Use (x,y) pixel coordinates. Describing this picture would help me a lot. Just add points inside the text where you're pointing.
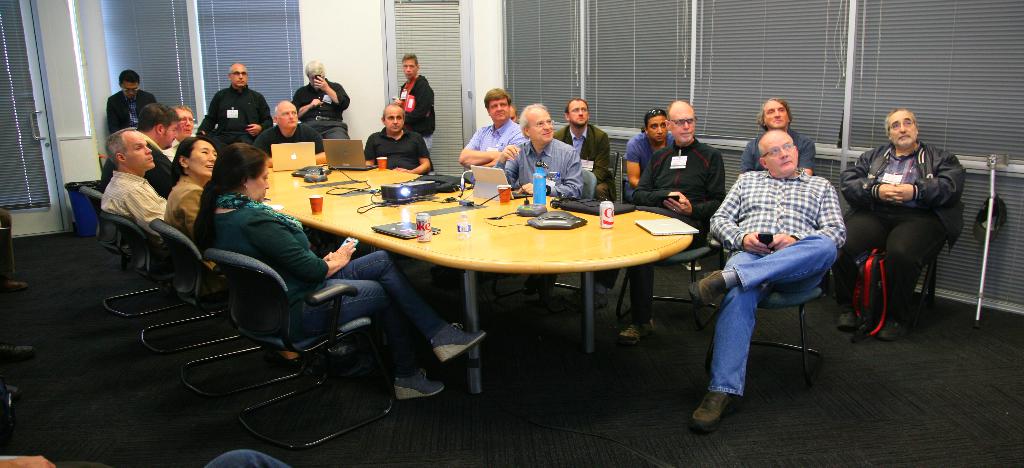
These persons (682,190) are sitting on a chair (288,286). Far this persons (331,114) are standing. On this table (404,214) there are laptops (483,183), tin (605,220), bottle (536,181), cups (501,188) and projector (415,192).
